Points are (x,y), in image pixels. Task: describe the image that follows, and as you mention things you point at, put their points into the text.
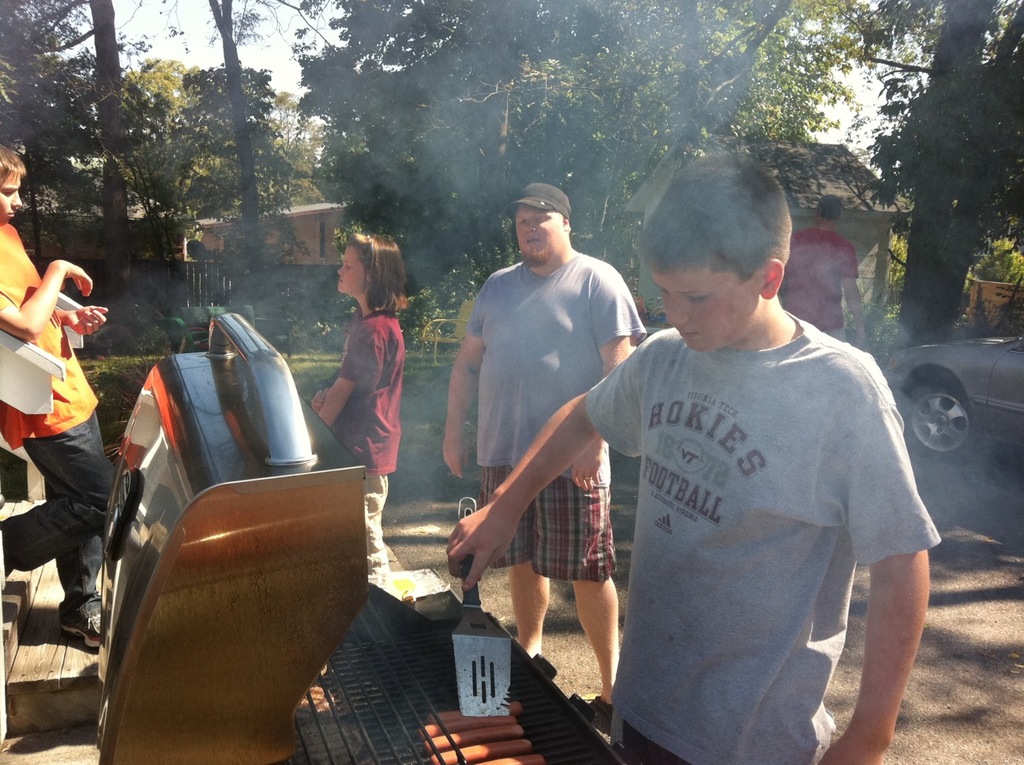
In this image there is a person (684,534) cooking sausages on the grill (421,654), beside that there are some people (457,446) standing also behind them there are so many trees (328,193), building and car (914,406) parked on the ground (979,469).
